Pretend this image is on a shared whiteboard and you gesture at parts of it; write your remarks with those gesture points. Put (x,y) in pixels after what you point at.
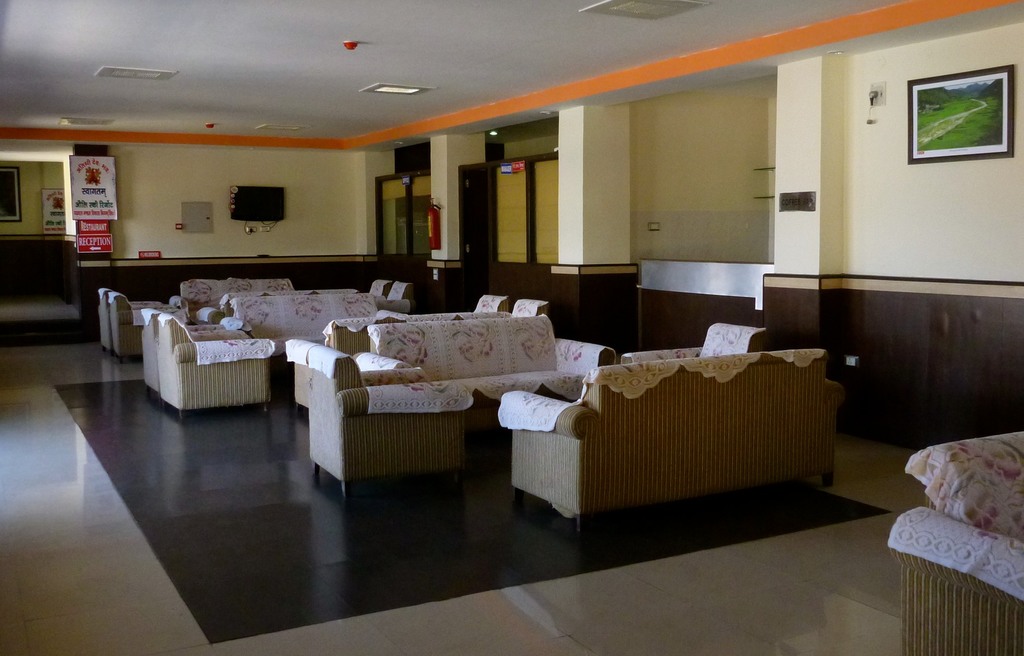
In this image we can see the sofa sets (610,466) with chairs (428,413) and covers (445,359). We can also see a television (257,209), text boards (111,205), fire extinguisher (439,214) and also a frame (914,162) attached to the wall (284,170). At the top (252,45) there is ceiling (383,77) with the ceiling lights (385,92) and at the bottom (252,561) there is floor (520,578).
